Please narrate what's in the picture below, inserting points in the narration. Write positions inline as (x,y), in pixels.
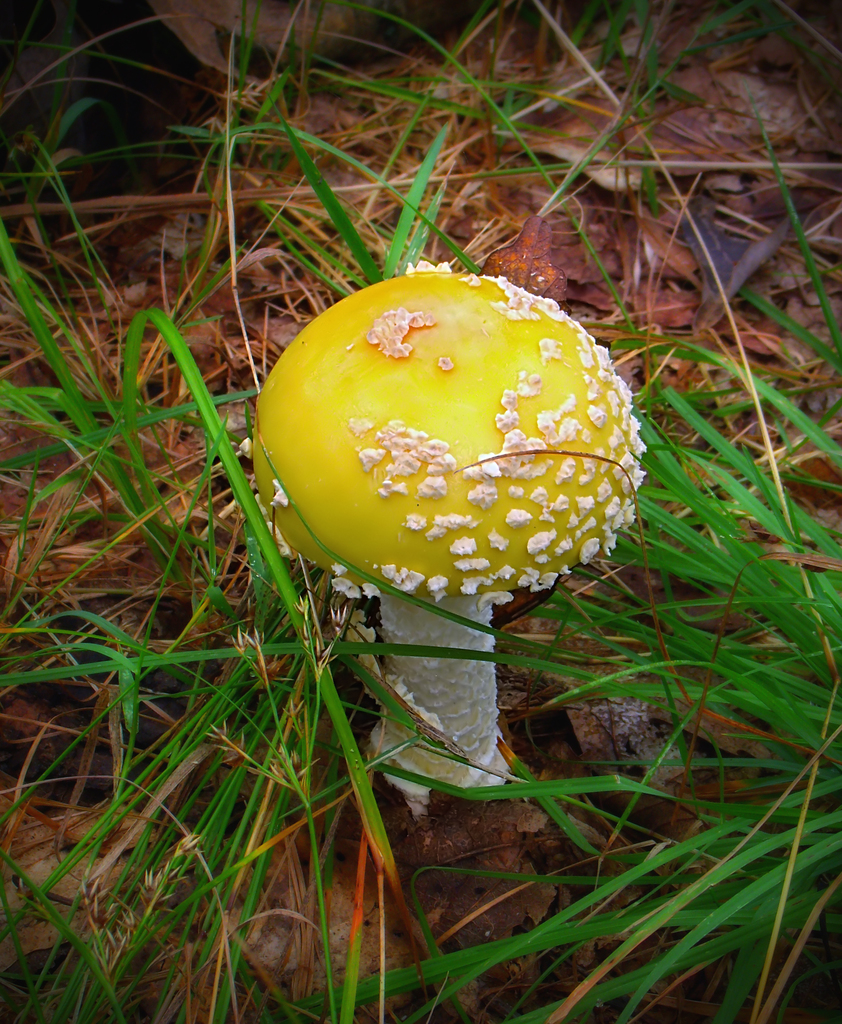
This image consists of a mushroom (367,586). At the bottom (408,909), there is grass (57,122) on the ground (222,916).
